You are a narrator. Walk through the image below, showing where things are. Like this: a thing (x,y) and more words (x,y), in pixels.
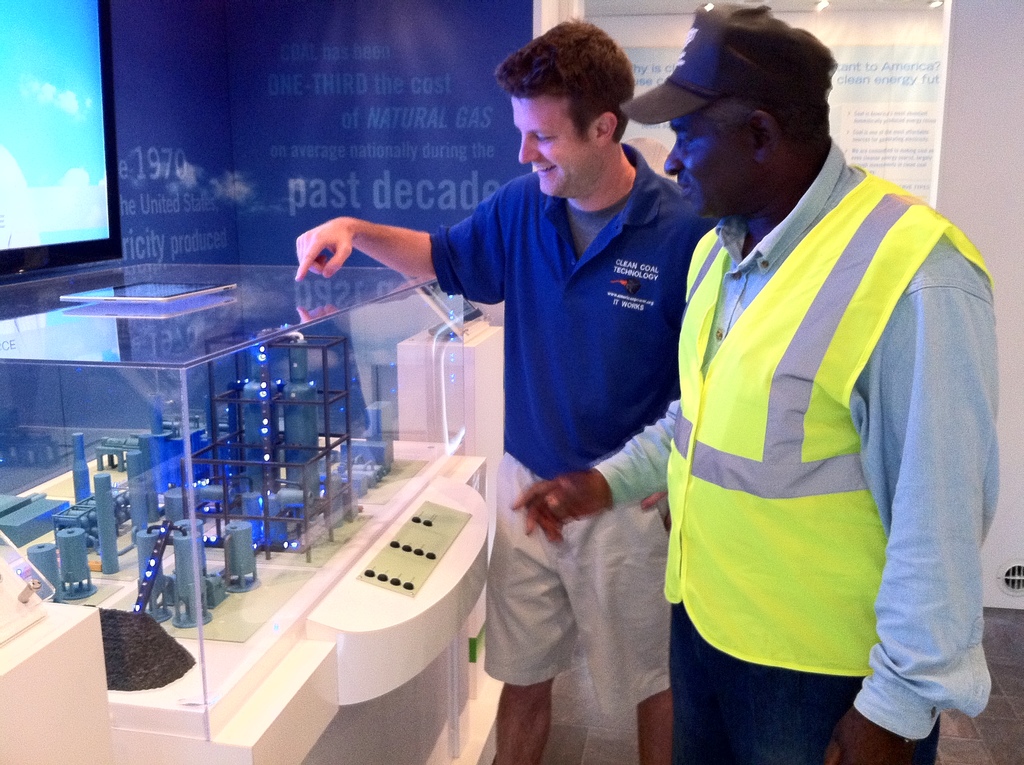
In this picture we can see two men (710,387) are standing, on the left side (177,407) we can see a glass (178,407), it looks like a miniature (273,467) on the left side (279,478), we can also see a screen (66,164), in the background (838,110) there is a chart (846,99), we can see some text (871,78) on the chart (873,54).
